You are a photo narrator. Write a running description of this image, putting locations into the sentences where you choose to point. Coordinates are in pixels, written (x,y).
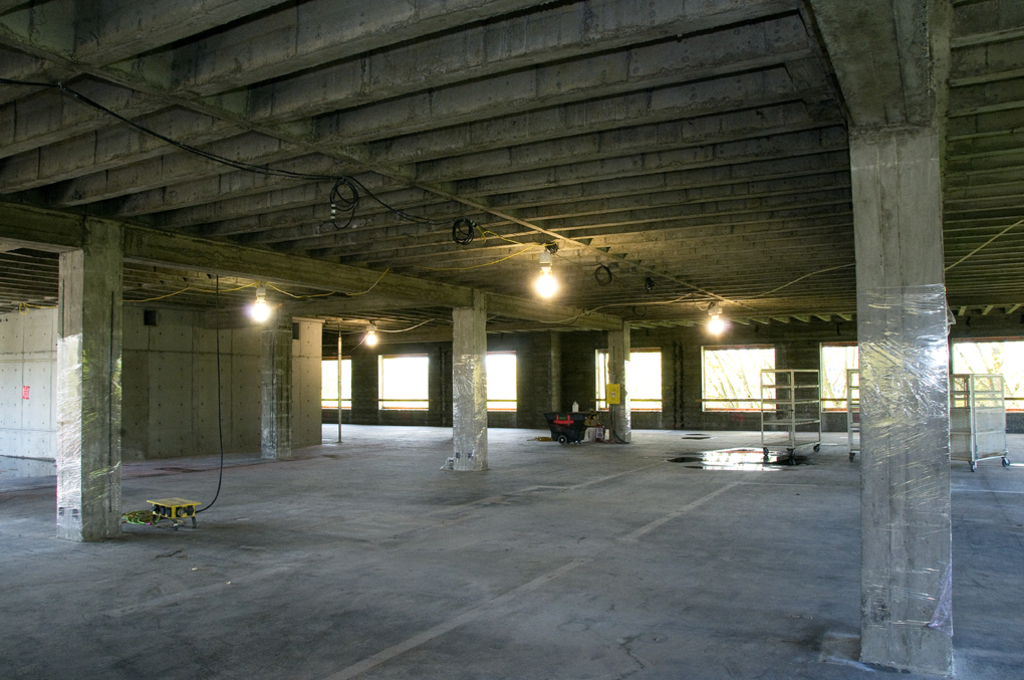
This picture is an inside view of a building (553,361). In this picture we can see lights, pillars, wall (190,426), some machines (161,505), boards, racks (779,398), windows (715,390). At the top of the image (500,93) we can see roof (611,153) and wires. At the bottom of the image (595,596) we can see the floor (565,619).
